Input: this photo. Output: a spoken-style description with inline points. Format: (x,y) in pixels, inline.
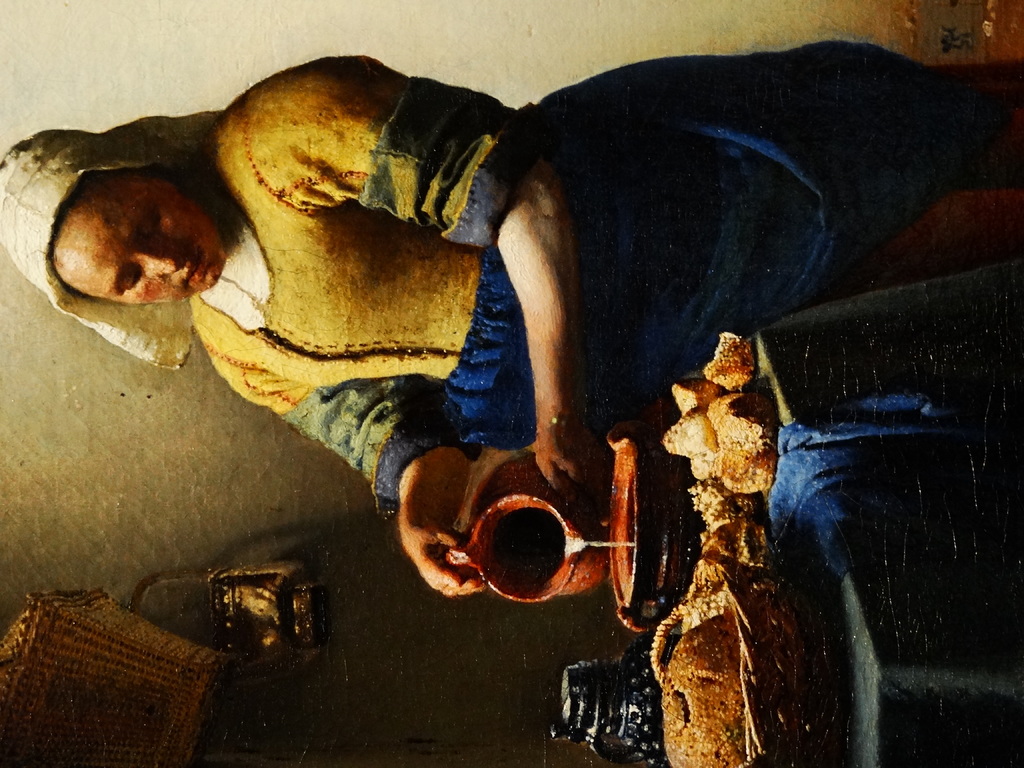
In this picture I can see a woman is holding the pot (558,488) with her hands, there are food items (731,660) in a basket (742,644), it looks like a painting.
